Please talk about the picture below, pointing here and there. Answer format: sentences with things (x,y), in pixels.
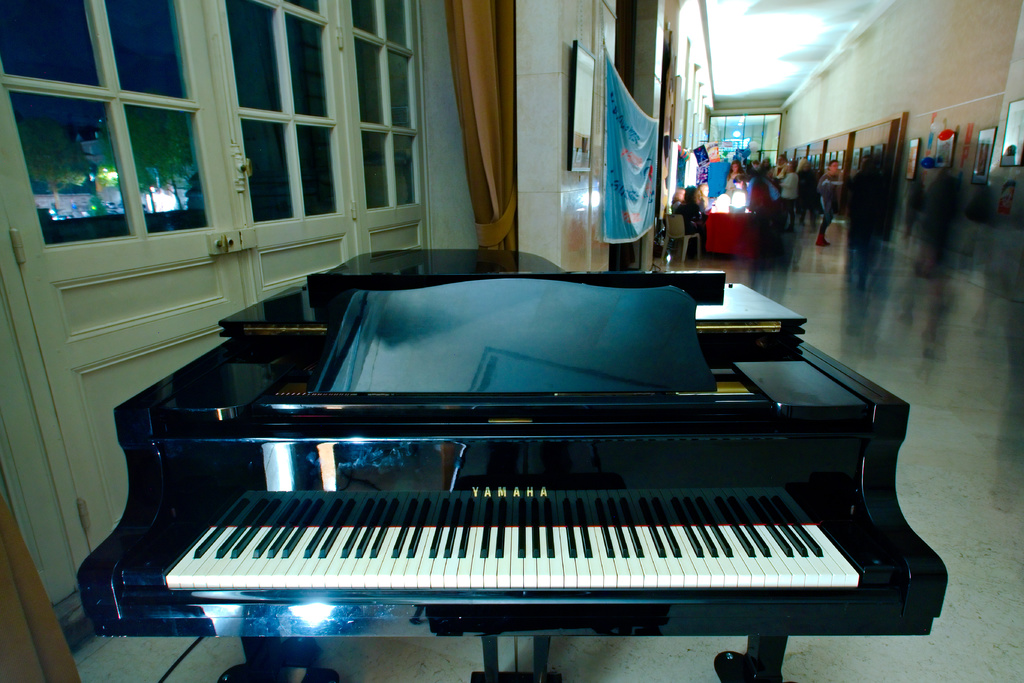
In the picture it looks like a big hall (831,255) where so many people (780,209) are there. Some people (687,204) are sitting in the chairs (675,226) and some people (852,217) are walking. In the center of the picture (506,371) there is one piano (654,533), beside it there is a door (200,234) and outside the door (155,236) there are trees (70,174) and. there are walls (572,240) and so many pictures (984,175) on them.
